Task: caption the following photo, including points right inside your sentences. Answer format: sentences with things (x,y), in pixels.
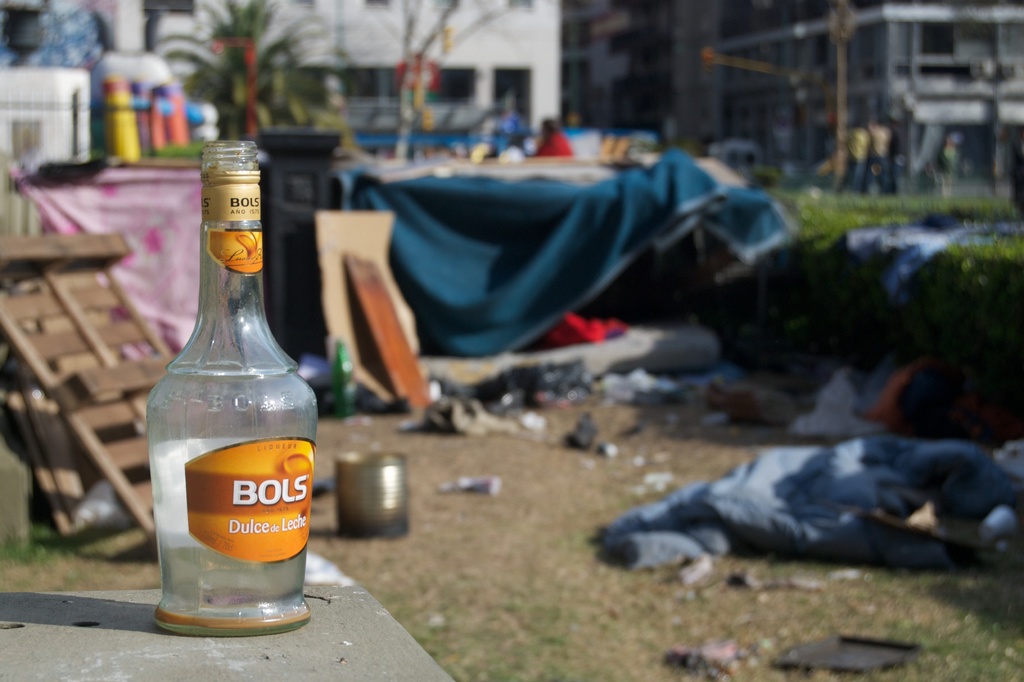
There is a glass bottle (219,404), at the back (384,60) there is a white color building (400,35), there is a tree (267,43), there is a blue color sheet (493,247) and at the right (836,262) there is a plant (939,274) and there are people (881,132) at the back (863,139) and there is garbage (558,377) on the ground (568,485).
